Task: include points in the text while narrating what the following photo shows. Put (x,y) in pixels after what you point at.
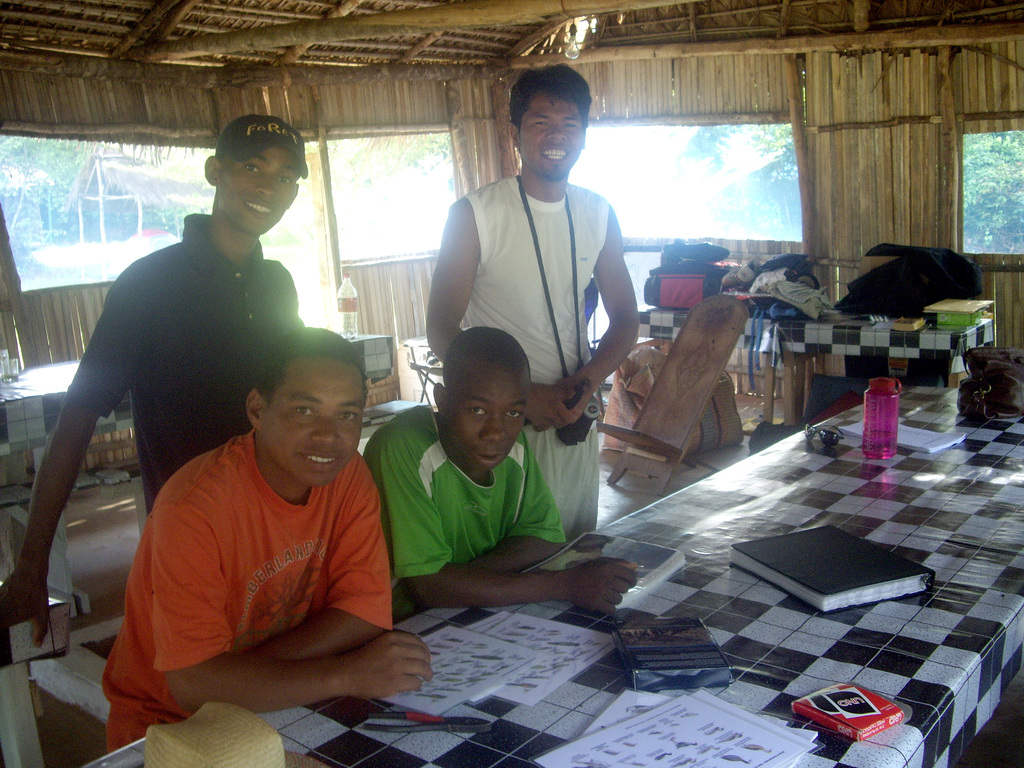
In this image we can see four persons (466,357). In front of the person (531,491) we can see few objects (675,655) on a table (895,669). Behind the persons (187,346) we can see the objects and the tables (957,357). In the background (760,182) there are groups of trees (173,213) and a hut (139,201). At the top (113,25) we can see the roof (955,14) of a hut (1006,118).
